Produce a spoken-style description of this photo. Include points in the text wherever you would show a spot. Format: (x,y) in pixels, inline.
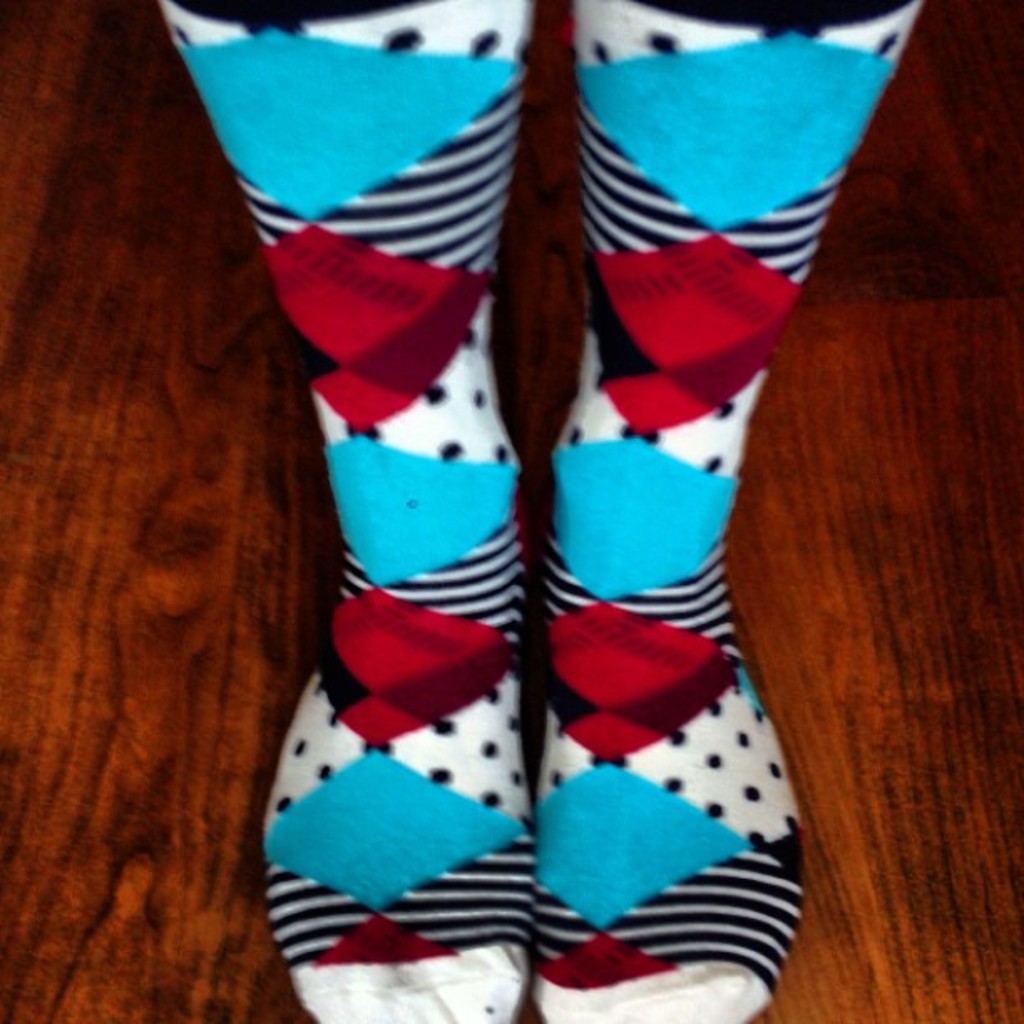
In this picture I can see legs (494,285) with socks (560,613) and I can see floor (505,310).
